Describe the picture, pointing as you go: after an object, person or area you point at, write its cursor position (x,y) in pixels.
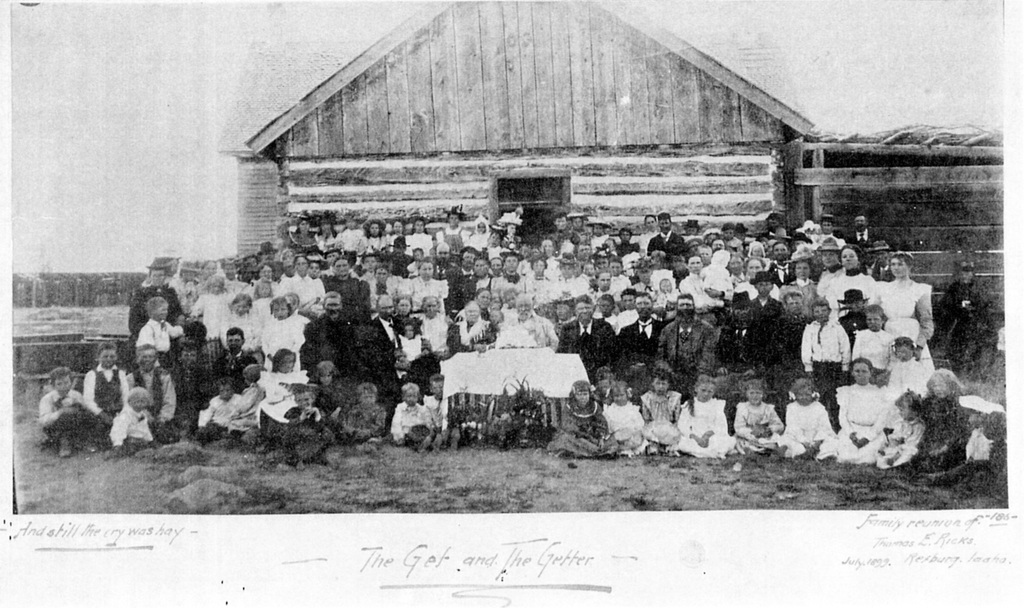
This is a black and white image in which we can see a group of people (609,414). We can also see a table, a house (416,182) with a roof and the sky (171,226). On the bottom of the image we can see some text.
